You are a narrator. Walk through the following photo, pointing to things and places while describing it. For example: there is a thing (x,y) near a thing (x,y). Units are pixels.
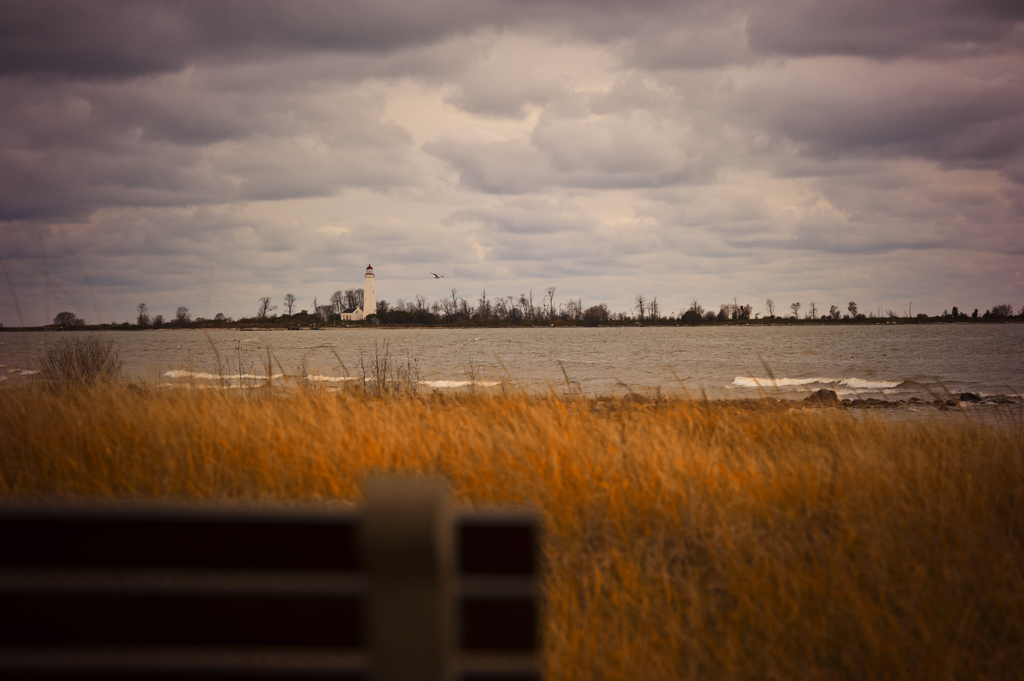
In this image there is a bench (178,596) at bottom left corner of this image (191,562) and there is some grass (518,491) at bottom of this image (557,459) and there is water (419,353) in middle of this image (432,353) and there are some trees (534,313) in the background (626,307) and there is a sky (482,165) at top of this image (482,165).
